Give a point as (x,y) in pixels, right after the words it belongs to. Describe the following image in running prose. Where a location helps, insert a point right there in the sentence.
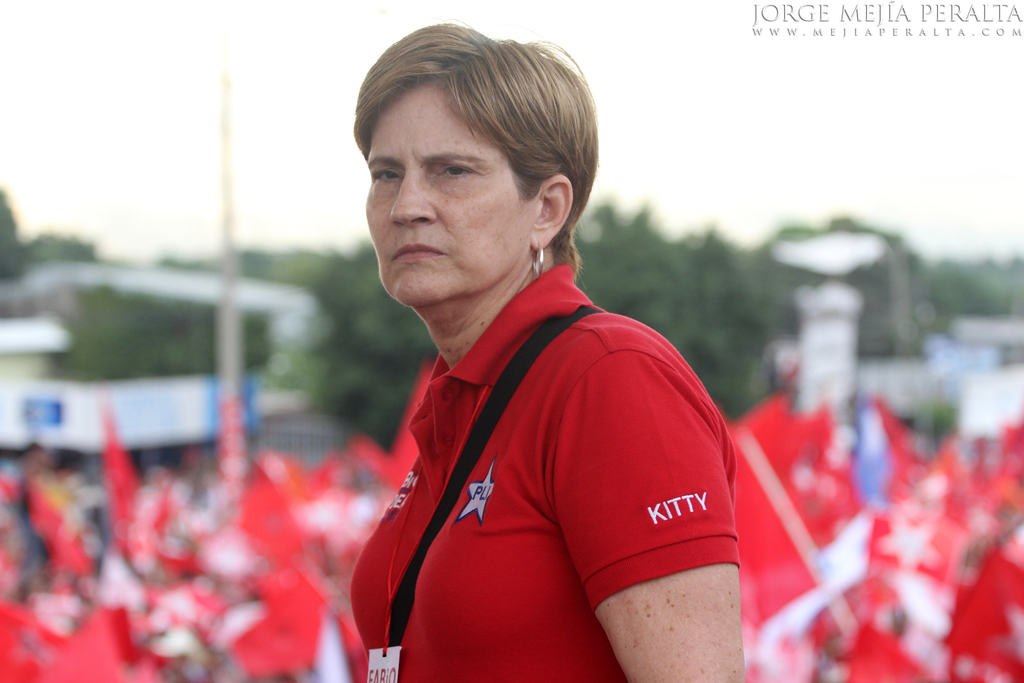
The image is taken outside a city. In the foreground of the picture (418,493) there is a woman (428,492) in red t-shirt (429,562). The background (89,545) is blurred. In the center of the picture (342,449) there are red color flags (259,510), trees (327,342) and buildings (299,318).
